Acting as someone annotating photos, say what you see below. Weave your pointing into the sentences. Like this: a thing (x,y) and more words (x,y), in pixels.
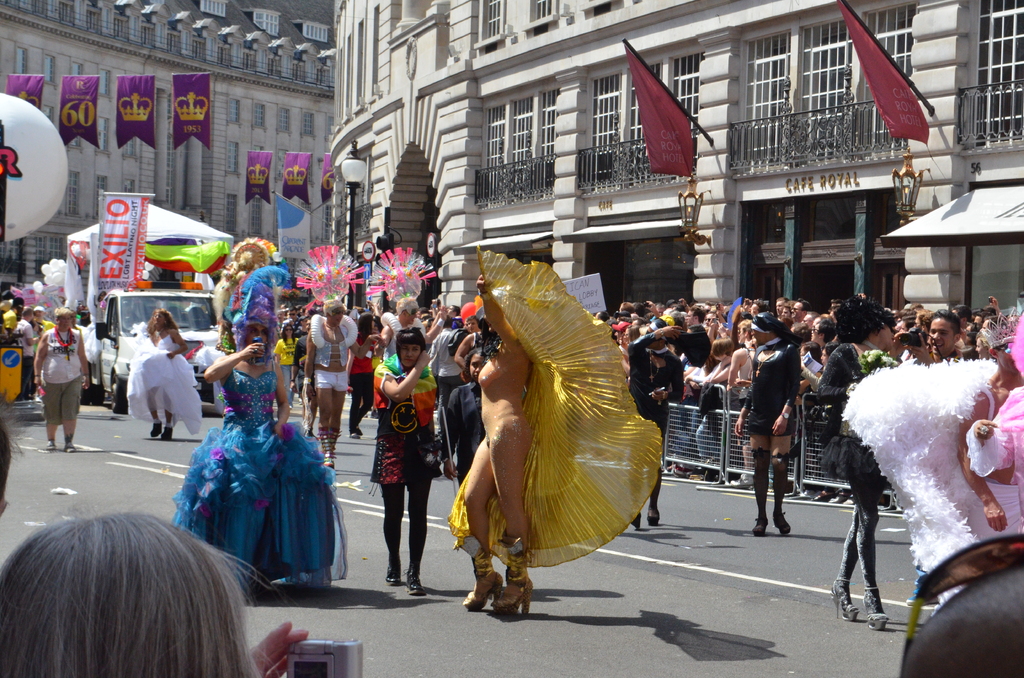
In this image I see number of people (501,323) in which few of them are wearing costumes (267,518) and I see a vehicle (144,301) over here and I see the banner (114,278) over here on which there is something written and I see the flags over here and I see few clothes (133,115) on which there are numbers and crowns (190,117) on it and I see the buildings (309,57) and I see a person (187,572) over here who is holding a camera (303,651) and I see the fencing (728,470) over here.
